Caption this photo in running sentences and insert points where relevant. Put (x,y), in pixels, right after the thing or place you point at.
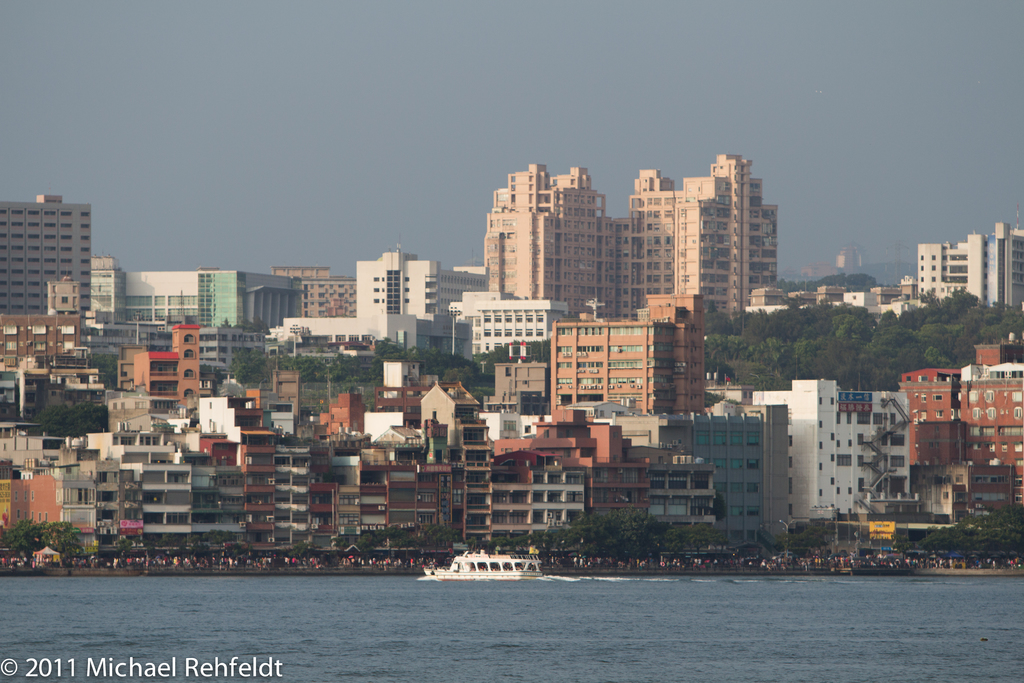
In this picture, we can see a few buildings (816,388) with windows (235,280) and we can see water (885,653) and a boat (501,569) on it, a few people (589,562), trees (903,338) and the sky (690,141).
